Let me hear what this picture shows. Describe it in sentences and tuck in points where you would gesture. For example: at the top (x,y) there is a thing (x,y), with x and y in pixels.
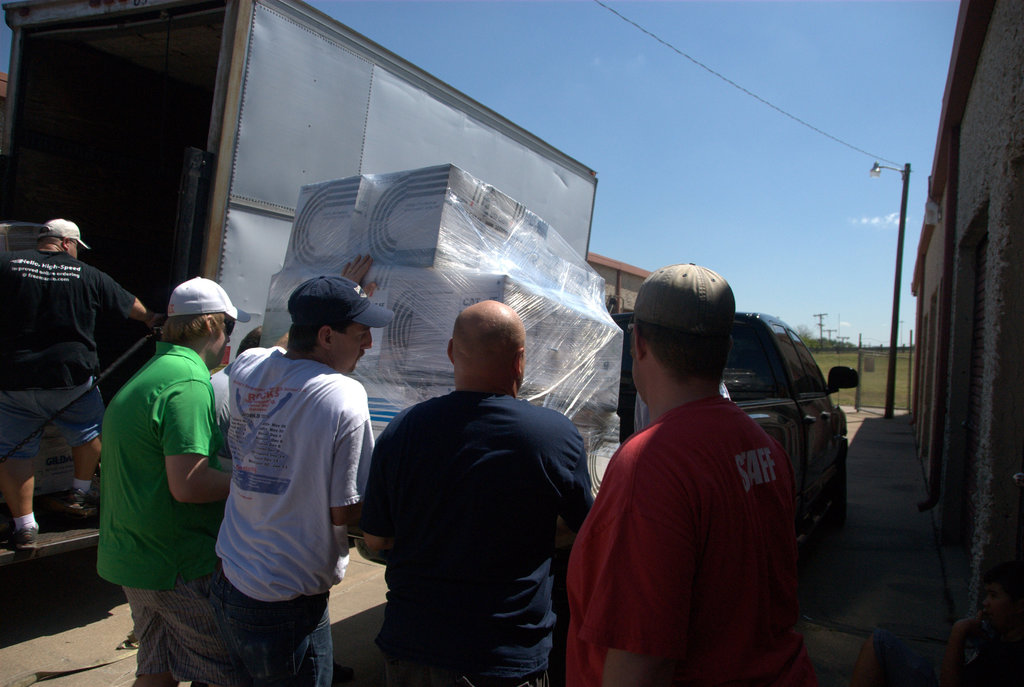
In the center of the image (405,445) there are persons (471,492) loading a luggage (593,414) into the truck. On the left side of the image (293,1) there is a truck (255,313). On the right side (1005,52) we can see building (934,237) and a light pole (892,326). In the background (853,298) there is a building (626,263), poles (821,328), fencing (885,362), sky (774,233) and clouds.
